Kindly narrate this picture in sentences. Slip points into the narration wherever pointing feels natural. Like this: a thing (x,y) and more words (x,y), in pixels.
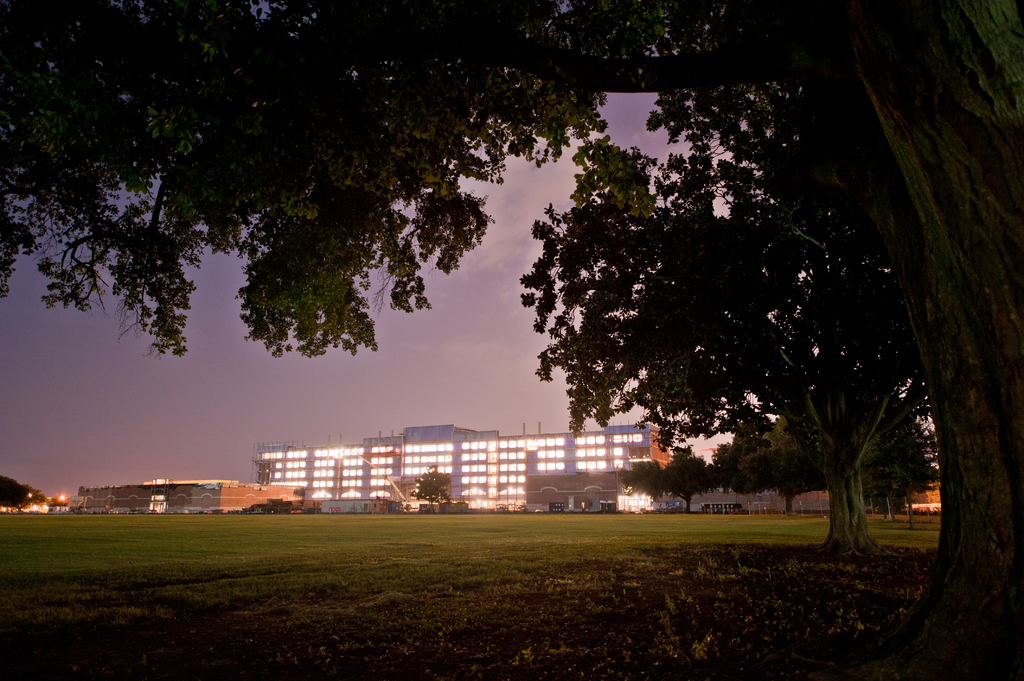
In this image there is a grassland (505,567), in the background (339,445) there are buildings (223,489) and the sky (306,394), on the right side (993,599) there are trees (838,255).
